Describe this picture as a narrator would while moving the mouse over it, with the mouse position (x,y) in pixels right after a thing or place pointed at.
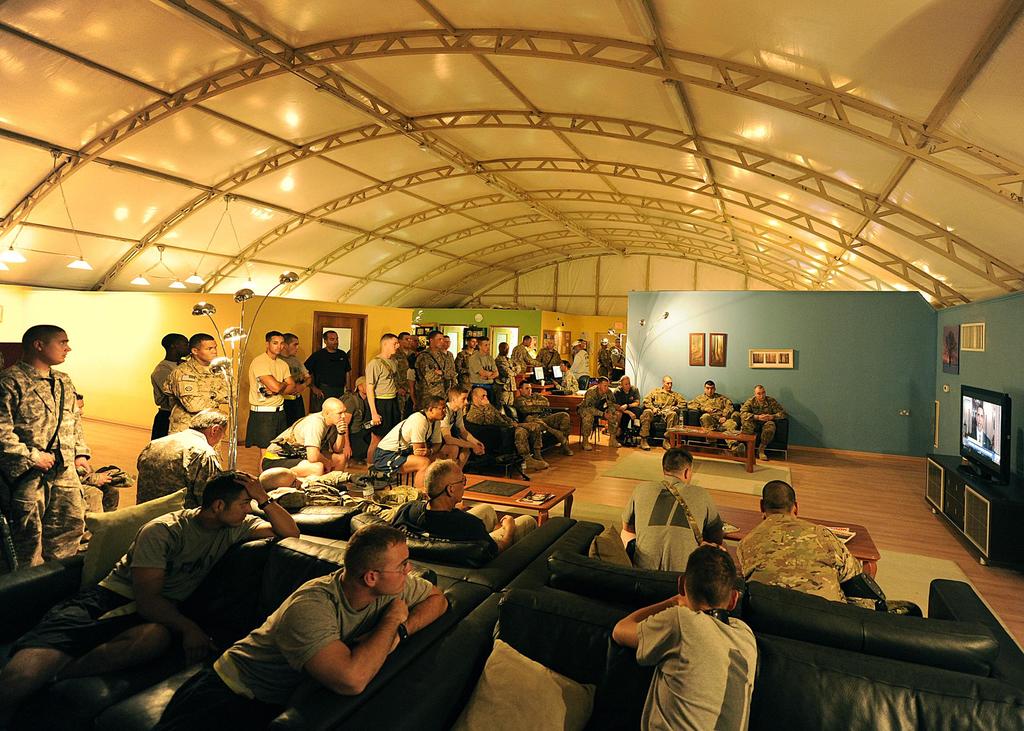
This image is taken in a hall (790,236), where we can see persons (559,423) sitting on the sofas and few (209,379) are standing and they all are watching television (984,473) which is on the table (1005,536) on the right (955,510). We can also see frames (697,356) on the wall (703,322), lights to the ceiling (214,239) and stands (237,406) on the floor (240,460). On the top (590,75), there is a ceiling (515,82).
